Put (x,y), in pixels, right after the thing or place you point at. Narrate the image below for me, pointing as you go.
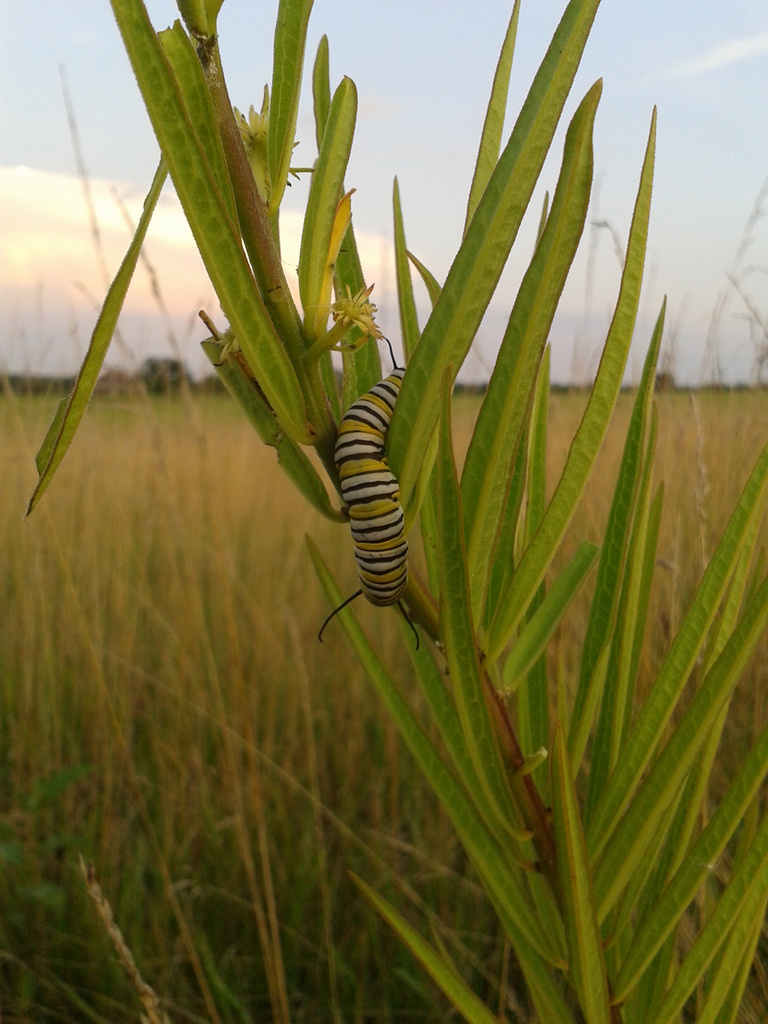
In this image, there is an insect (369,427) on a plant (512,892). In the background (464,898), I can see the grass (161,525) and the sky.
